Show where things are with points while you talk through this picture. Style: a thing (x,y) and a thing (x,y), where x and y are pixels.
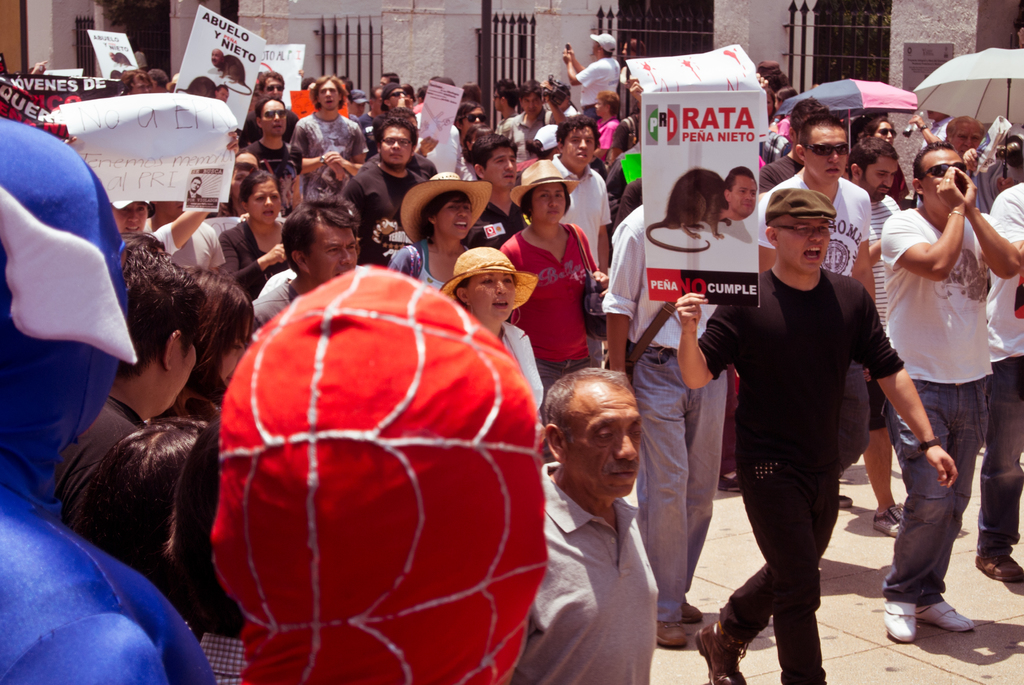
This picture is clicked outside the city. In this picture, we see many people (724,385) are walking on the road (699,565). Here, we see most of them are holding white boards (235,30) with some text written on it. The man (143,211) in white T-shirt (161,232) is holding a white banner (136,130) with some text (171,138) written on it. On the right side (949,82), we see some people (953,124) are holding umbrellas (991,84). At the bottom of the picture (234,523), we see two men (244,503) are wearing blue and red costume (303,538). In the background (406,78), we see a wall (410,57) and railings (345,57).
